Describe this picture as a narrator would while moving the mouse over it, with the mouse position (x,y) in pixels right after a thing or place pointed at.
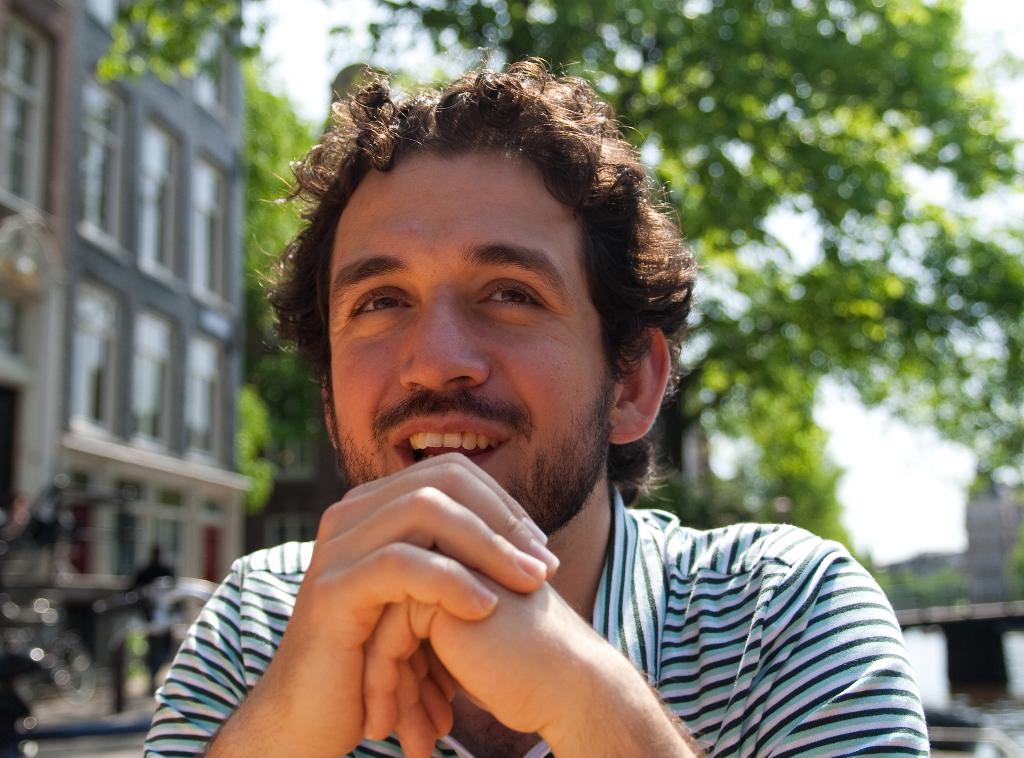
In this image we can see a man (397,565). In the background (746,281) there are trees (746,310), buildings (190,409) and sky (905,434).
